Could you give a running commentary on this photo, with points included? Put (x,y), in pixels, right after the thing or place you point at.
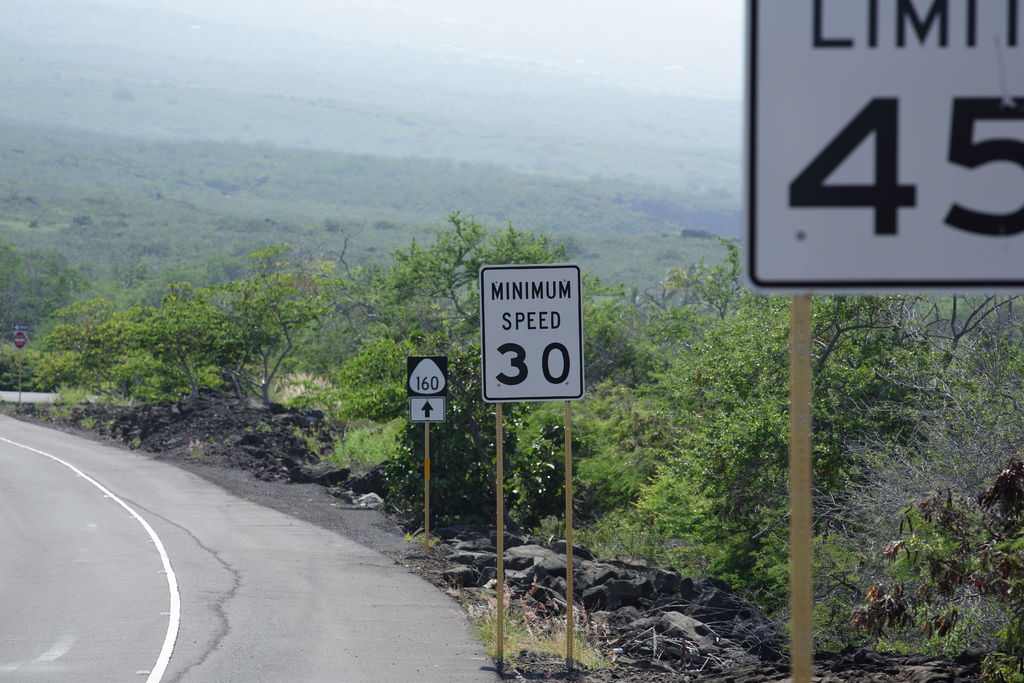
In this image on the left (103,522) there is a road (145,538). on the right (809,220) there are many sign boards (777,244). In the background (942,476) there are trees (220,304), hills (218,273).
